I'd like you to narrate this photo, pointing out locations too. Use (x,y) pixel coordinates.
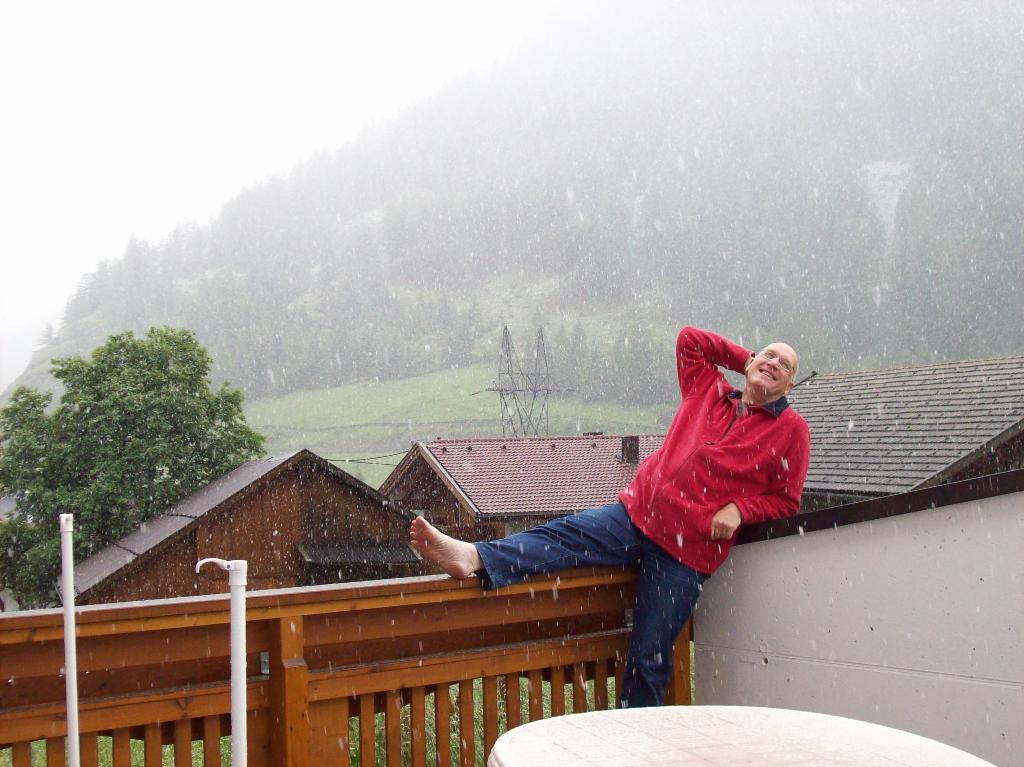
In this image there is a man (670,586) standing. He is stretching his legs (551,549) on a wooden railing (383,661). At the bottom (618,726) there is a table (797,737). Behind the man (684,460) there are roofs (570,452) of the houses (518,452), trees (104,443) and towers (534,389). In the background (465,225) there are trees (429,258) on the mountains (369,313). At the top (258,81) there is the sky (337,117). It is raining in the image.
